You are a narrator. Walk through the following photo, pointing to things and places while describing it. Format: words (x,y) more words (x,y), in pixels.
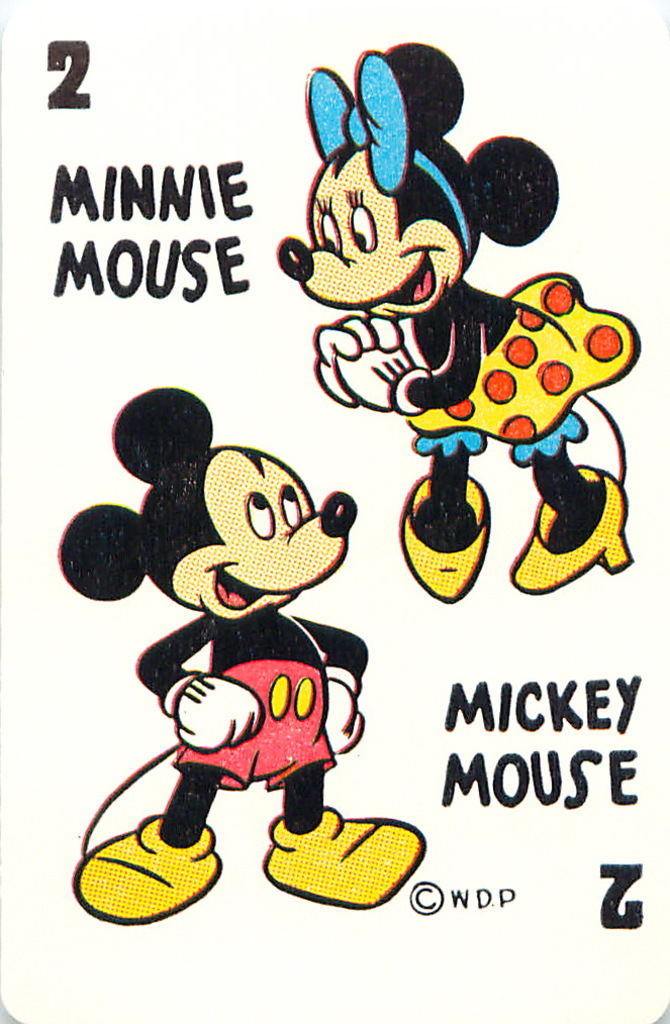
In this image we can see a card (364,532), in that there are Mickey and Minnie mouse pictures (571,528), also we can see the text (478,768).
